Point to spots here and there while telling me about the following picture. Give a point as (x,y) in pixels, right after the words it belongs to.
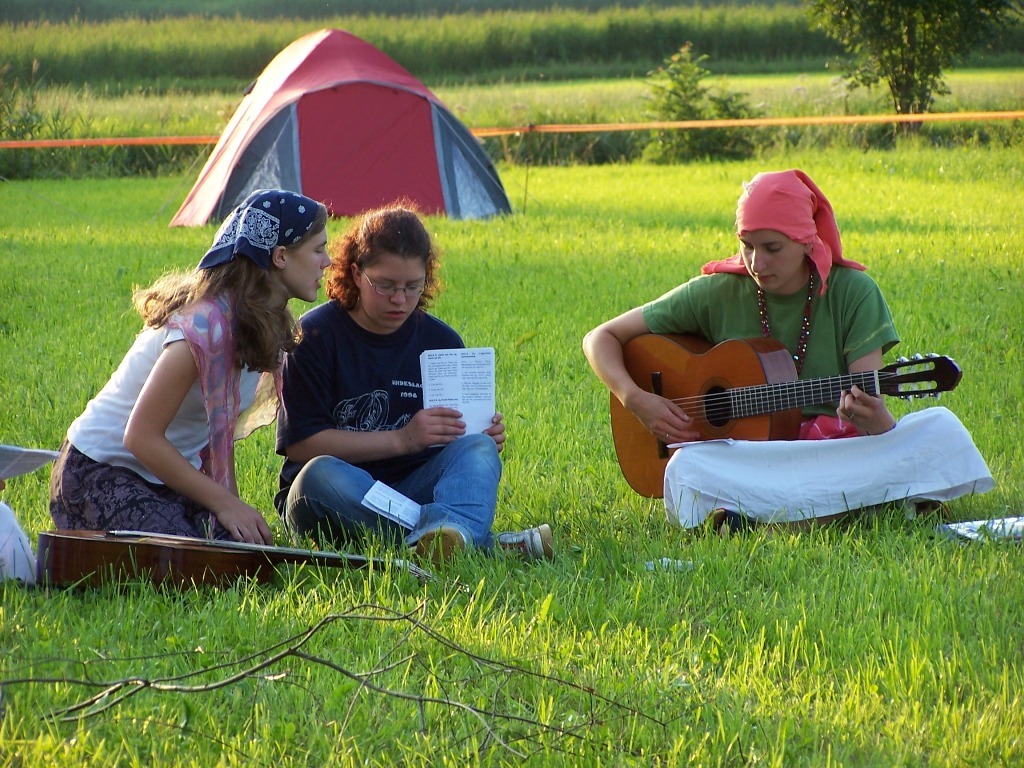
This is a picture taken in the outdoor, there are three people (153,432) who are sitting on the grass (661,600). The women (819,333) in green t shirt (824,327) holding the guitar (735,383) and the women (366,355) in black t shirt (363,377) holding the paper (435,383). Background of this people (835,353) there is a tent (335,141) which is in red color and trees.
